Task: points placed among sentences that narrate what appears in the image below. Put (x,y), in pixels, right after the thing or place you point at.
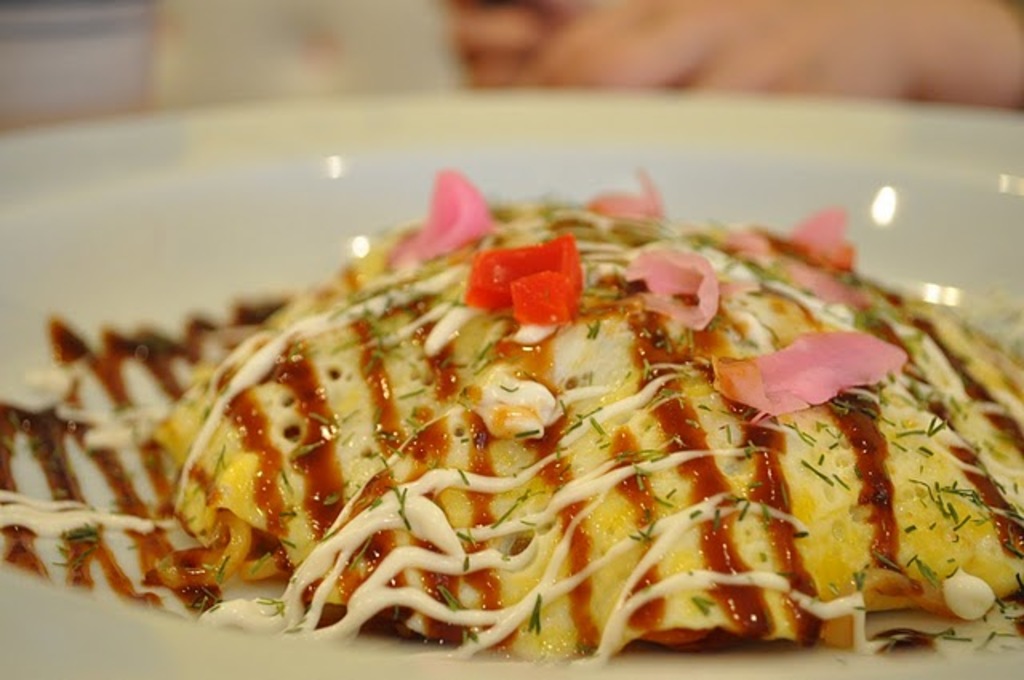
In this picture we can see food item (804,324) on the plate (234,656). Here we can see some herbs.
